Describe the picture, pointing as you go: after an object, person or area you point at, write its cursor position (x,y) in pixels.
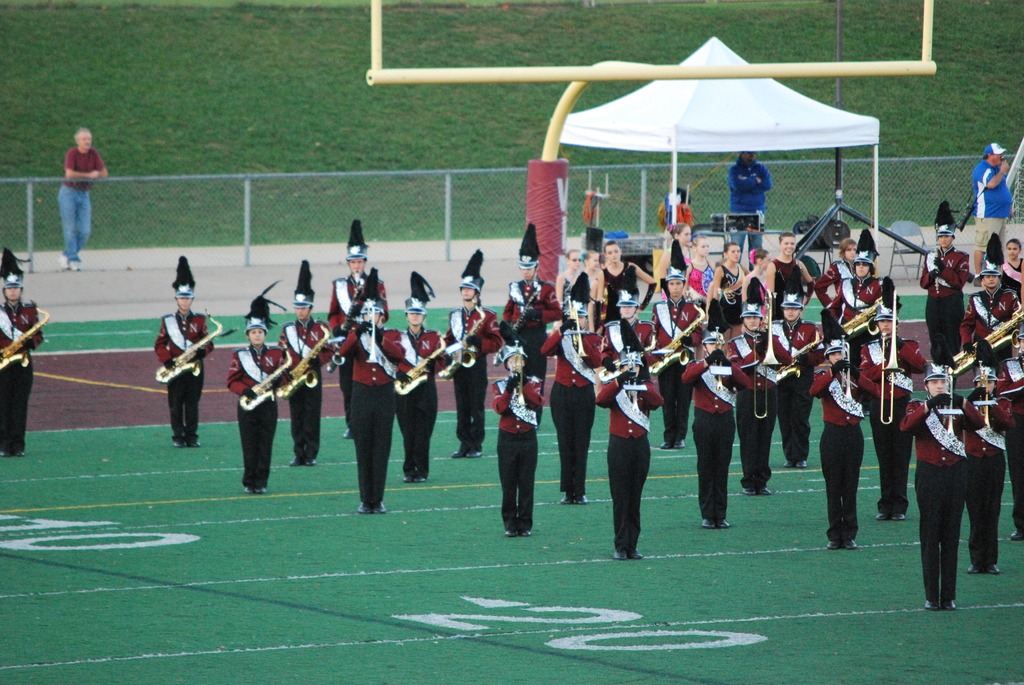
Here we can see few persons (653,361) are standing on the ground (657,438) and all of them wore same dress (416,405) where few are holding musical instruments (417,365) in their hands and few are playing it with their mouths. In the background (417,77) there are few persons (717,271) standing, tent (675,218), pole (417,77) at the top (534,78) and grass (282,143) on the ground (149,129) and on the left (88,144) a person (77,168) is standing at the fence (52,219).
